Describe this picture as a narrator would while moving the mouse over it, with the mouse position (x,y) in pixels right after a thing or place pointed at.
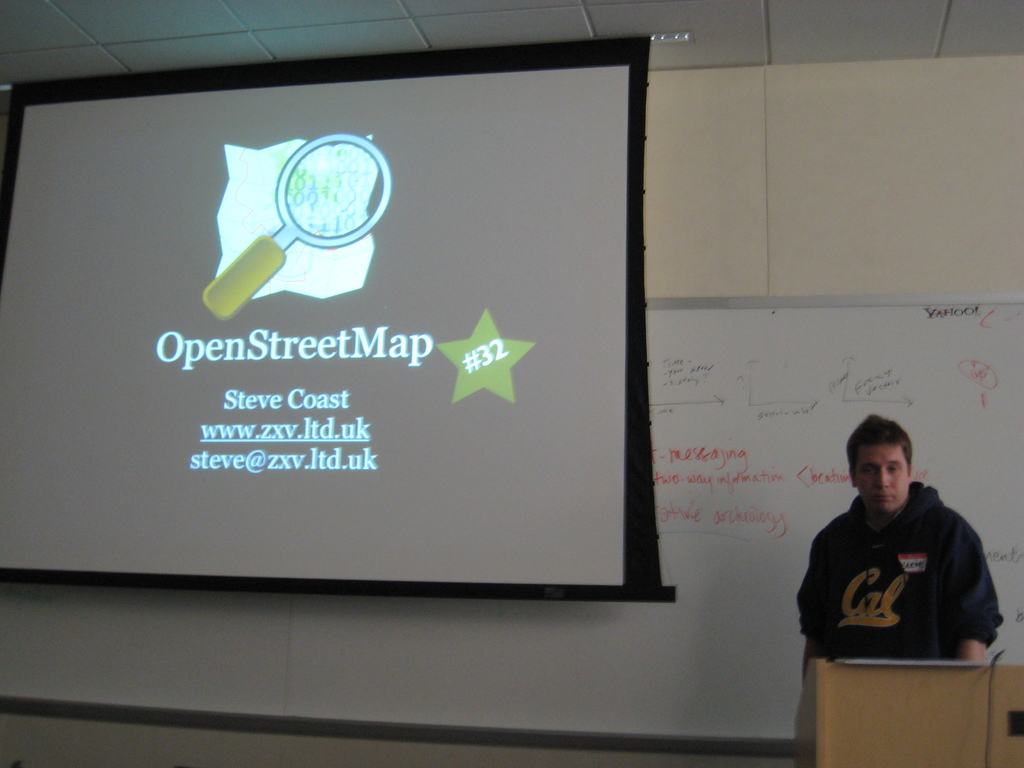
In the picture we can see a wall (969,108) on it, we can see a screen (146,341) with some information and beside we can see a white color board (664,551) with some information on it and near to it, we can see a man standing near the desk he is with a black color hoodie (829,550), and to the ceiling (674,52) we can see a light (682,39).
